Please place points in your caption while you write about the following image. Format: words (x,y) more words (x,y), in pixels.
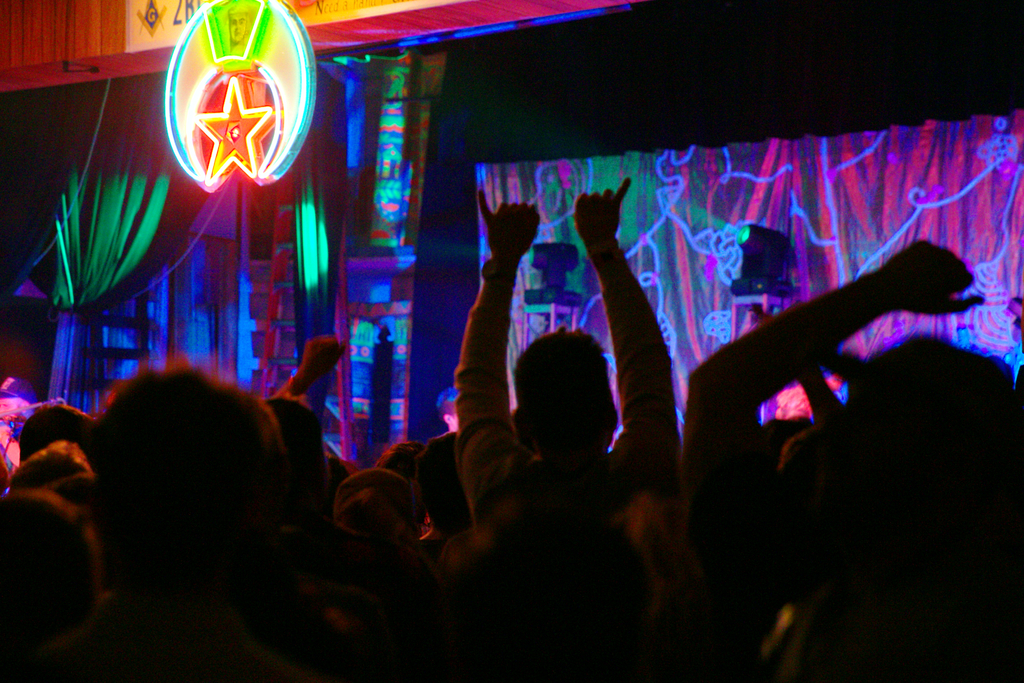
In this image we can see few people (579,495), in the background (756,241) there are lights (563,258), curtains (579,266), ladders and a board (265,90) with lights (240,103) on the top (286,42).
